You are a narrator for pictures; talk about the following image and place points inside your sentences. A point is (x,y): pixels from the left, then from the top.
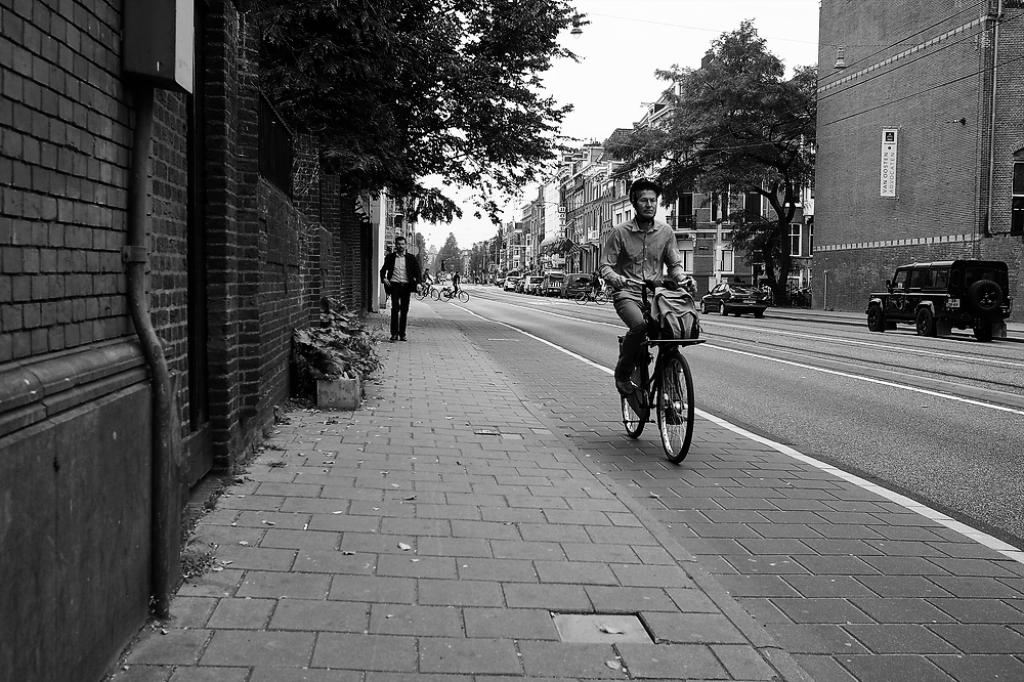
In this image i can see a man (652,274) who is doing a cycling on a bicycle (667,353) and other vehicles (761,301) on the road (710,379). I can also see there are few buildings (848,182) and few trees (718,161).
